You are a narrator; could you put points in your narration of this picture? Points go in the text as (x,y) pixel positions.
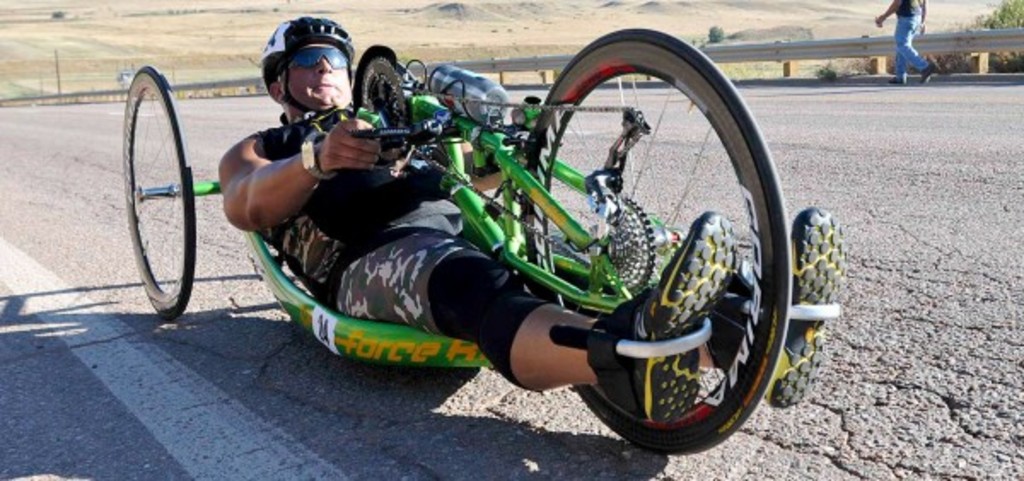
In this image I can see a person (666,301) on the vehicle (182,303). In the background (836,22) I can see an open land (380,38). I can see a person (927,75) walking on the road (859,89).
